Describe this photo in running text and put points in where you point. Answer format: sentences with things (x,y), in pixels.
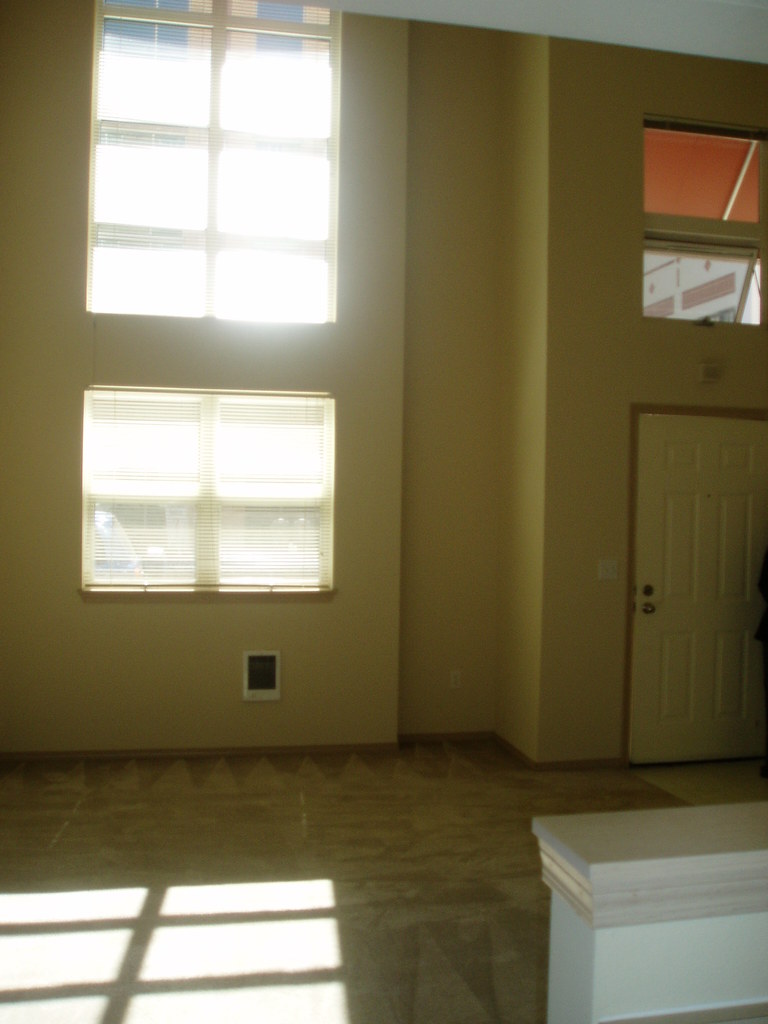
This picture is clicked inside. On the right (637,851) there is a white color object (623,920). In the center (301,525) we can see the windows (305,541), window blinds (266,433). On the right corner (718,473) there is a door (685,500) and the windows (696,242) and we can see the wall (495,107) and the roof (607,21).
